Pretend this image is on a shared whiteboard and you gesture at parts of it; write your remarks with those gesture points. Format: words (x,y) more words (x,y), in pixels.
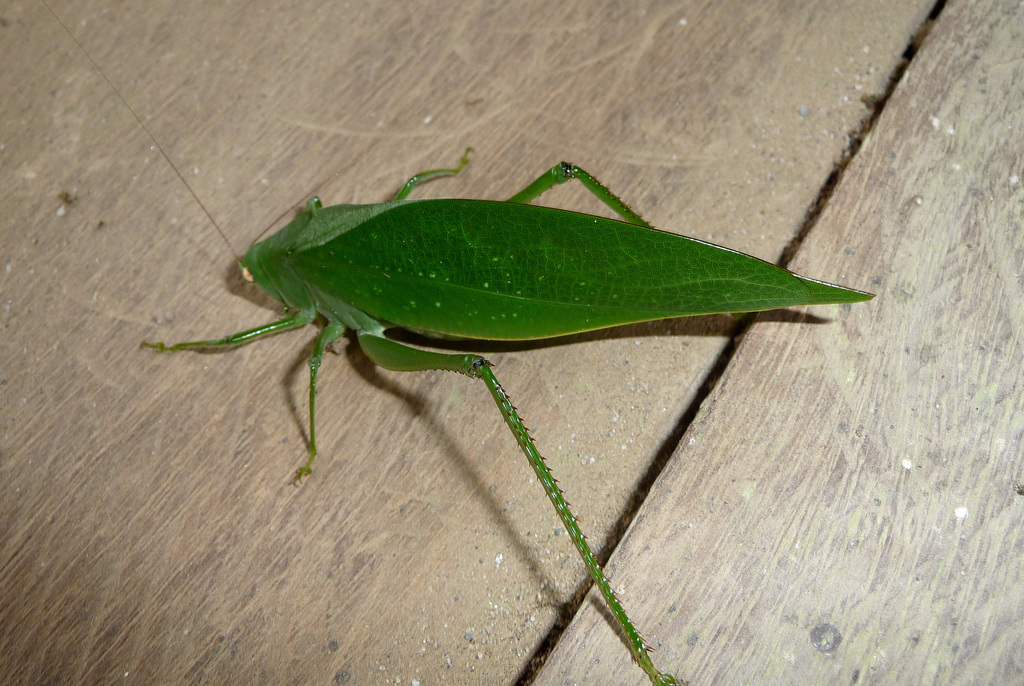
As we can see in the image there is a table (287,370). On table (426,512) there is an insect (383,287).
